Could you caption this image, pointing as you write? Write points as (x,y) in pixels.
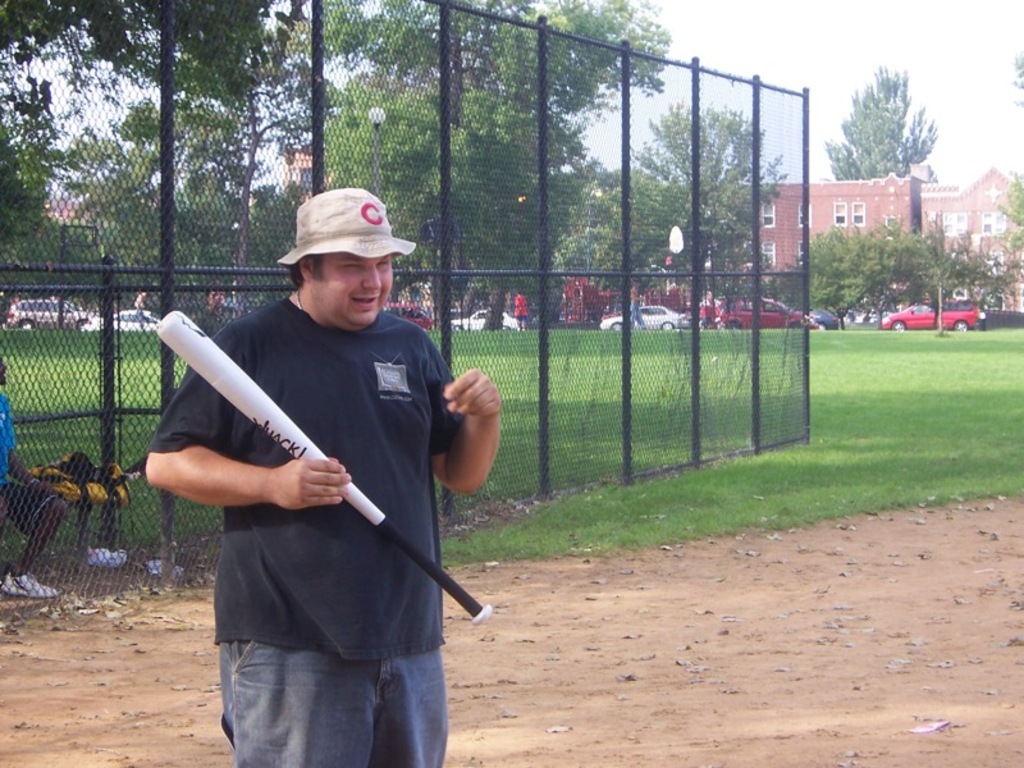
In this image in the front (335,518) there is a person (331,538) standing and holding a baseball bat (353,492) in his hand (324,495). In the center (527,292) there is a black colour fence (583,265) and there is grass (771,474) on the ground (694,496) and there is a person (17,488) sitting. In the background (497,325) there are cars (741,316), trees (573,214), and buildings (911,216). In the front (685,684) on the ground (745,639) there are dry leaves (847,646).
